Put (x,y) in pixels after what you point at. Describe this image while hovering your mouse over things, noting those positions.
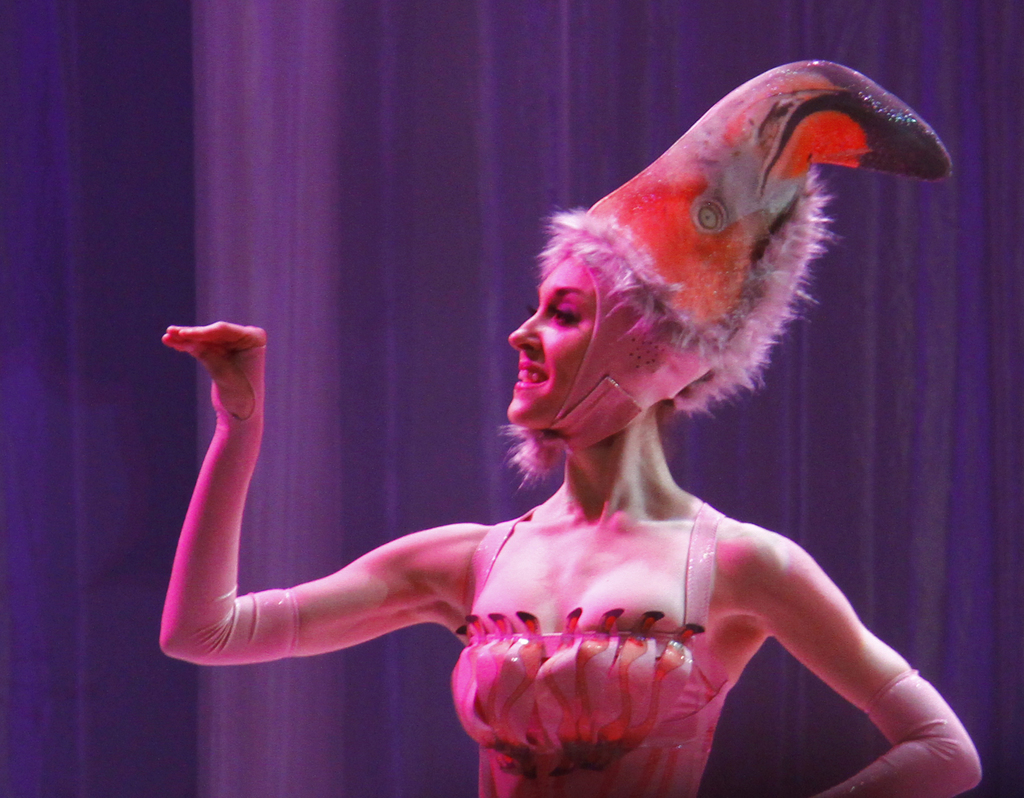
In this image we can see a woman (671,729) wearing different costume (471,715) and headgear (671,330). In the background (449,417), we can see the purple color curtains (391,259).
